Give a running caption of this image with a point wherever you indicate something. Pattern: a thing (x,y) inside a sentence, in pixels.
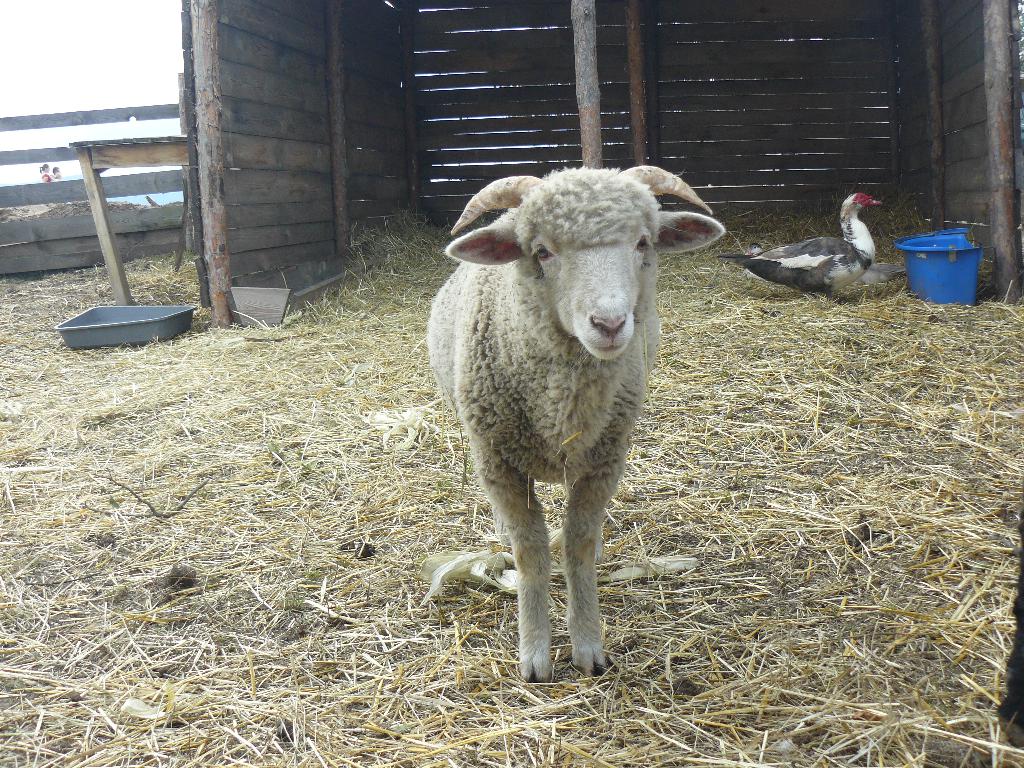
In this picture we can see a sheep (625,197). On the right side (954,283) we can see a bird (764,262) is near to a blue container (973,285). In the background (476,116) we can see people (44,172) and a wooden shelter (614,76). There are few objects (237,311), dried grass (236,327) on the ground (215,342).
